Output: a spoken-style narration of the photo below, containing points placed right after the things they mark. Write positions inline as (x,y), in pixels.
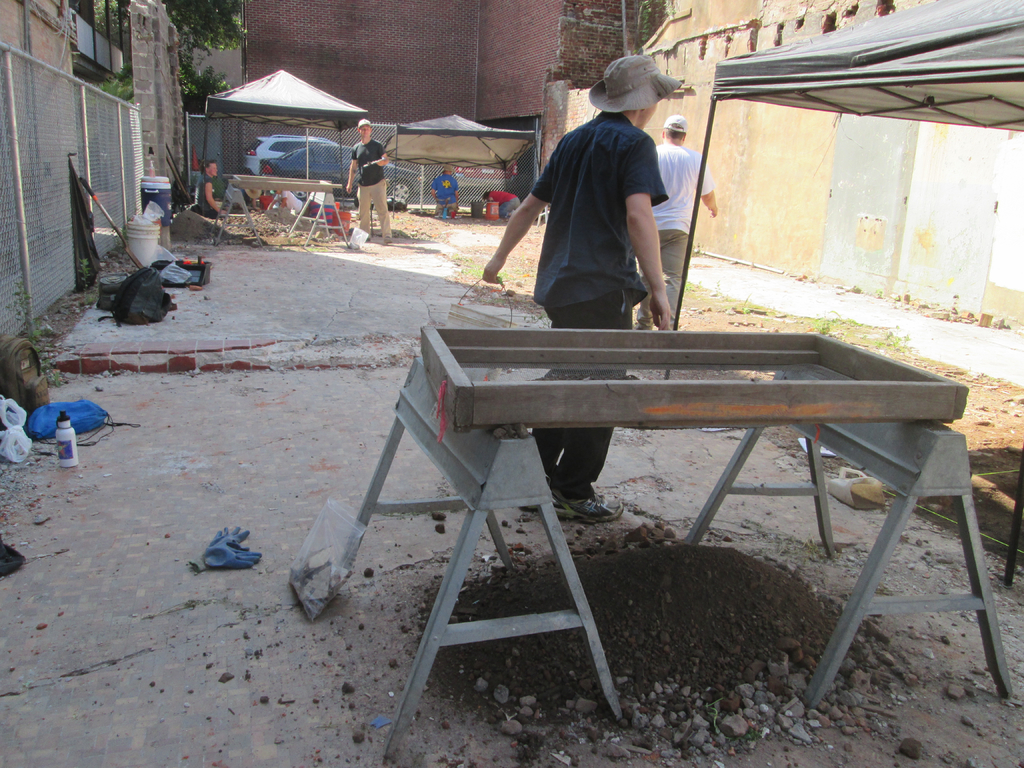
The person (580,213) wearing blue shirt (590,240) is carrying a bucket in his hand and there is some object (725,389) in front of him and there are few people (438,179) and buildings (359,86) in the background (570,52).
